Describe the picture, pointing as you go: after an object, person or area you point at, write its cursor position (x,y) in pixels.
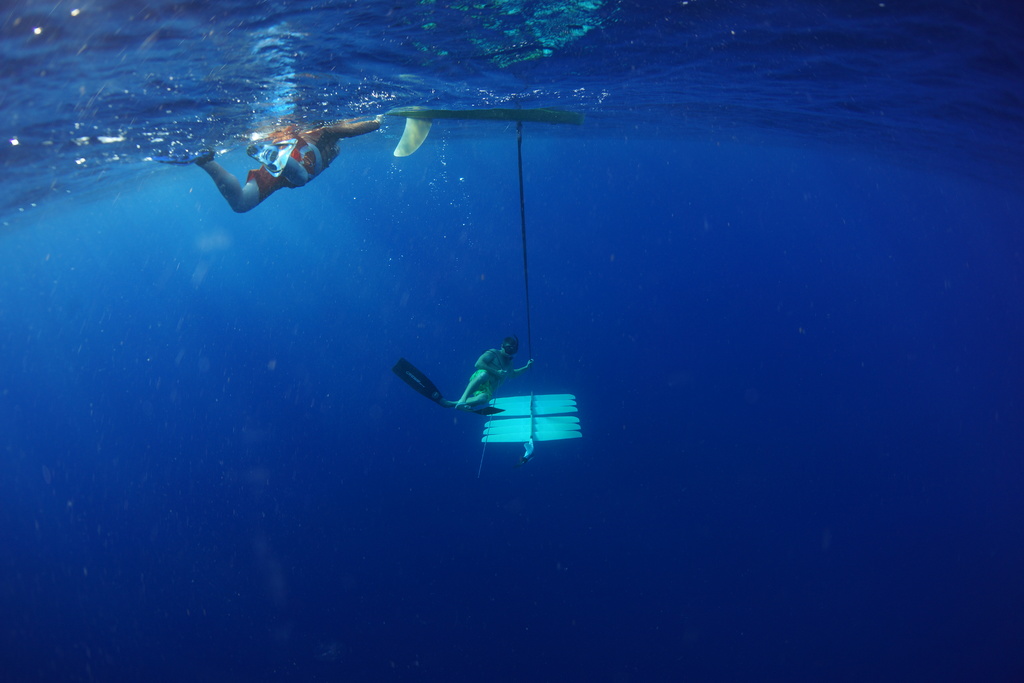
In this image we can see two persons (474,380) diving under the water (431,424).
